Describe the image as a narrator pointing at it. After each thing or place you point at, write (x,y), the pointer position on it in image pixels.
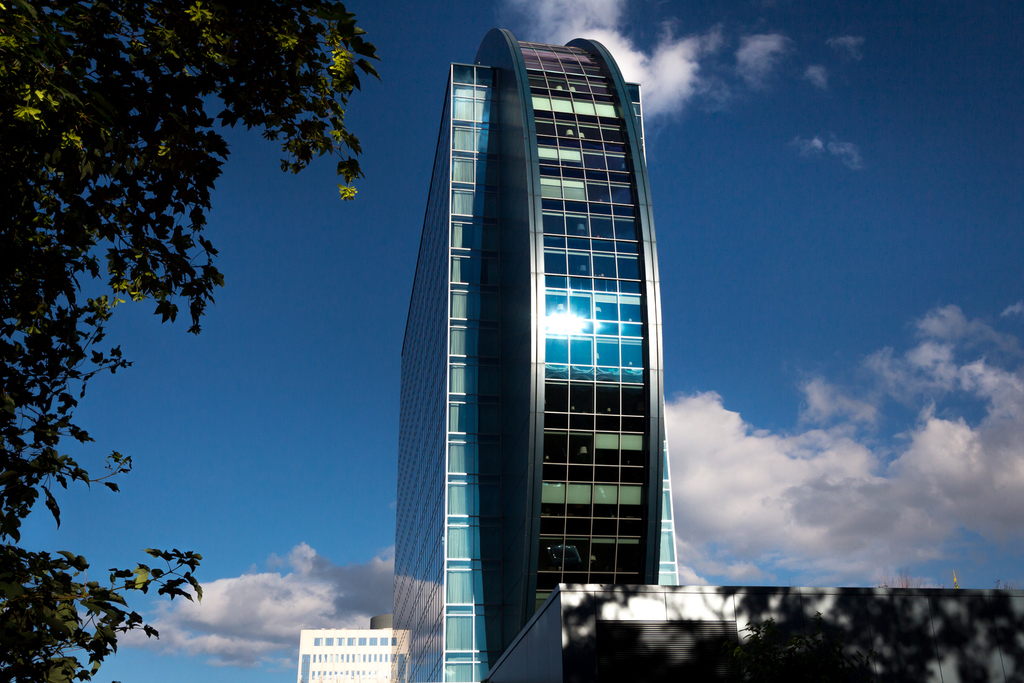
In this image we can see buildings (565,631) with glass windows (372,638). Background of the image (316,590) we can see the sky (776,277) with clouds (180,618). We can see tree (73,273) on the left side of the image (23,580).
